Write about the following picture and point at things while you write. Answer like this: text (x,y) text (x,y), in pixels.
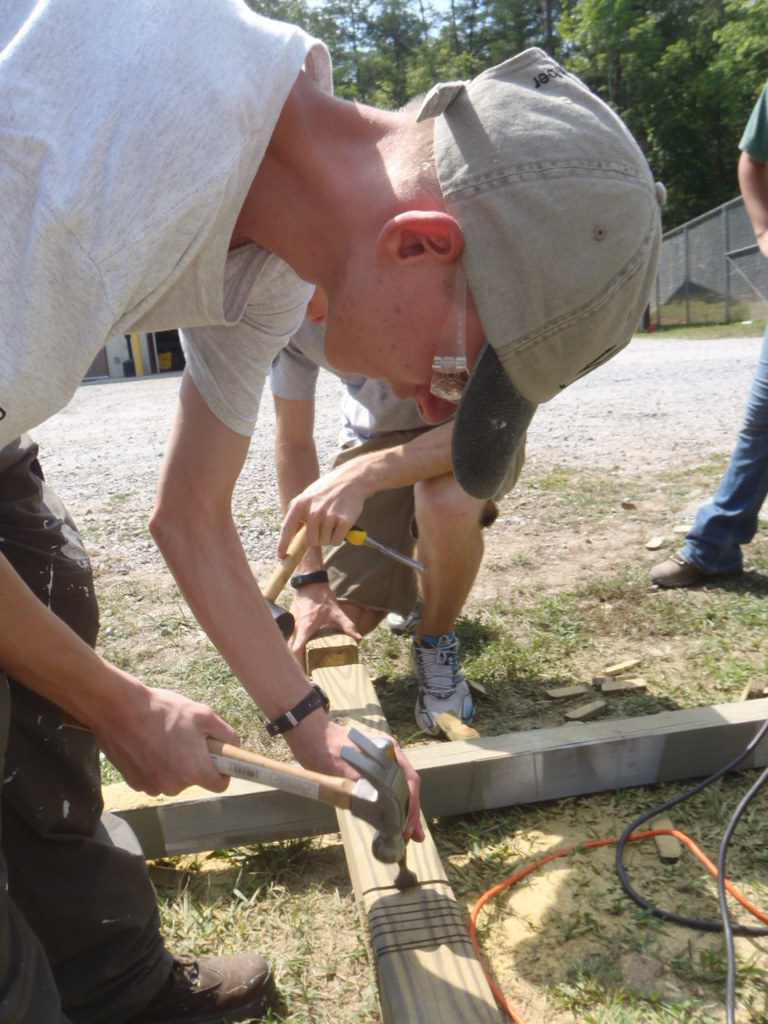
In this picture we can see there are three persons (196,390) and a man (432,417) is holding a hammer (241,752). At the bottom right corner of the image (767,917), there are cables (619,863). Behind the people (394,350), there are trees (685,219), fencing (683,277) and the sky (364,29).
